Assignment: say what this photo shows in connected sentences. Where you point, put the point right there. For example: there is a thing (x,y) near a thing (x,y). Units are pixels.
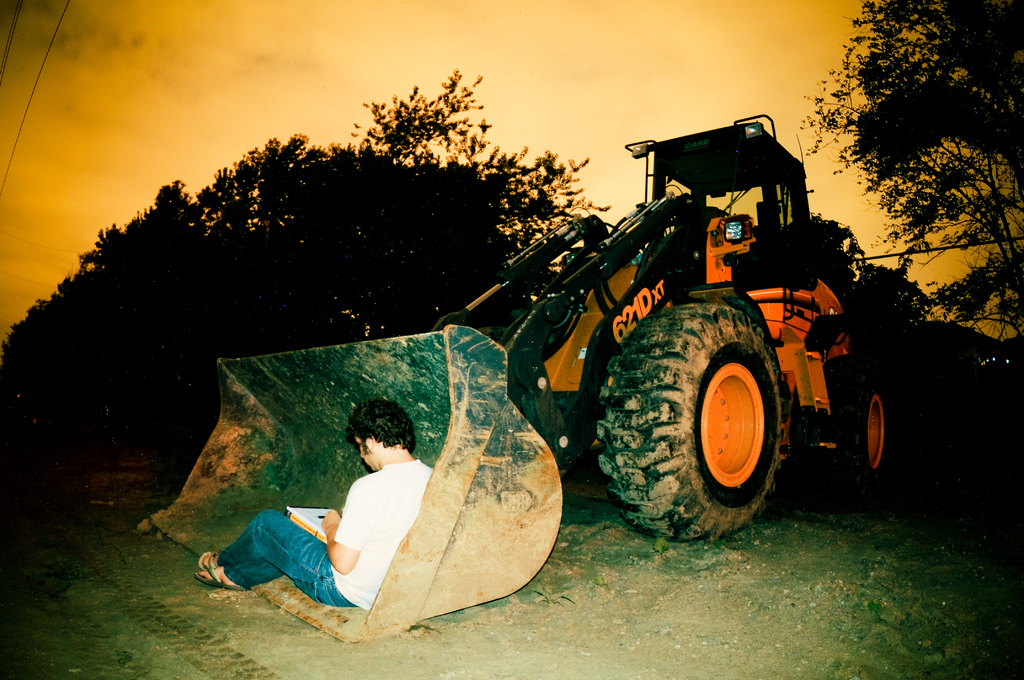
In this picture I can see there is a tractor (670,300) and there is a person (395,484) sitting here at left (329,546) and he is wearing a white shirt (362,544), jeans (282,547) and there are few trees (346,252) in the backdrop (263,181) and the sky (325,46) is cloudy.
